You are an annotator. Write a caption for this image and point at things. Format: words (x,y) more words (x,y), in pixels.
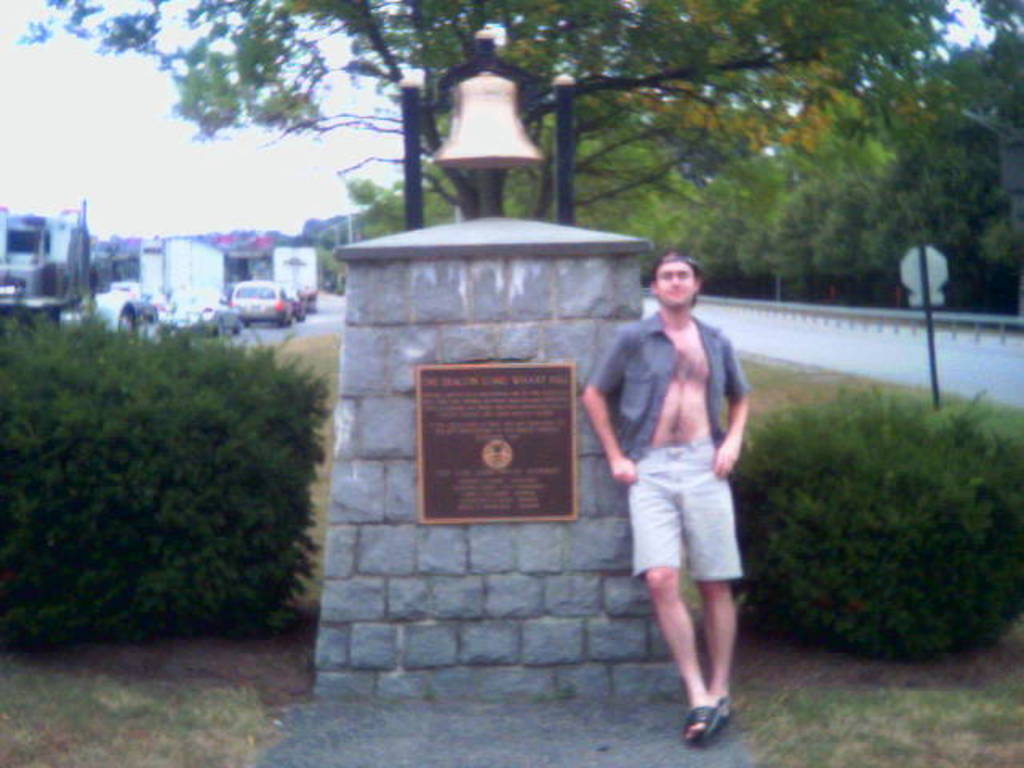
In the picture we can see a man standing near the wall (431,660) and on the top of the wall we can see a bell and on the either sides of the wall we can see plants (1007,537) and behind it, we can see a tree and on the other sides we can see roads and some vehicles (176,298) on the road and in the background (218,173) we can see a sky (218,173).
